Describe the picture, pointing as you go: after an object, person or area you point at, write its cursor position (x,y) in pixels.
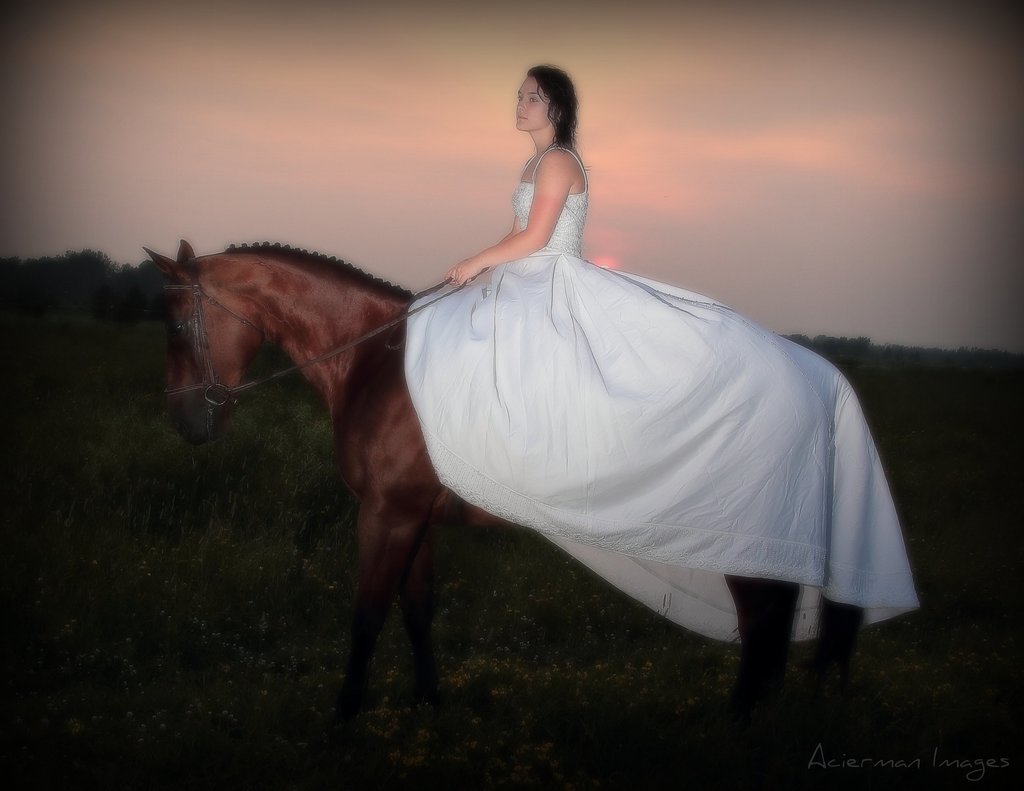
This is the picture of a lady (471,306) who is wearing a white gown (525,313) and sitting on the horse (281,281) in the grass field (277,543).
